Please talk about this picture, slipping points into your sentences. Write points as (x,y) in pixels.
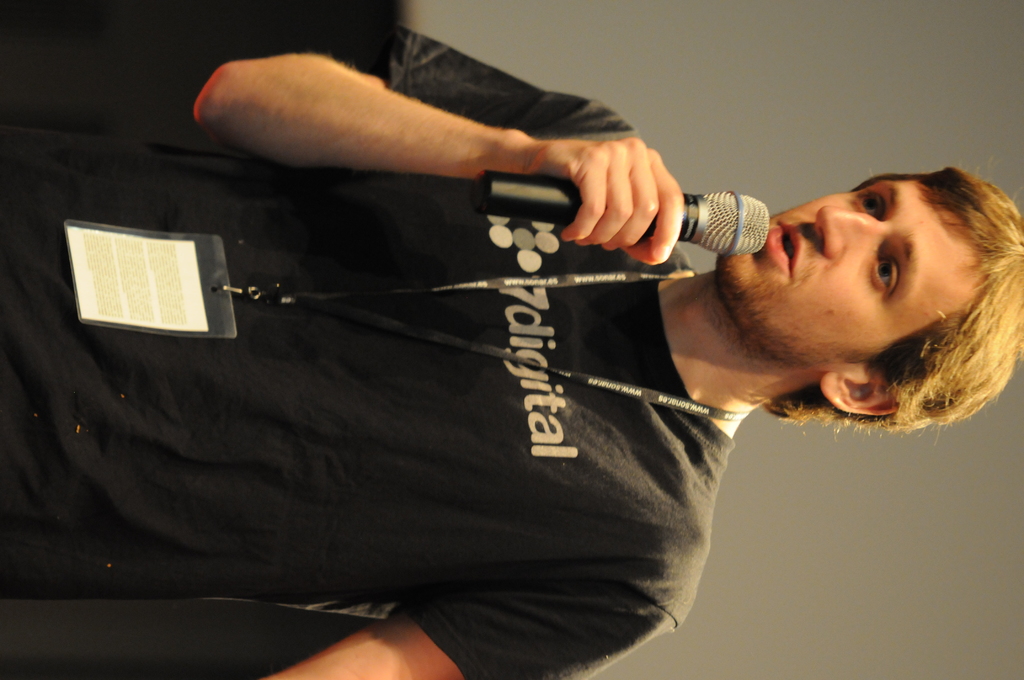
In this image we can see a man (579,264) is standing, he is wearing the black t-shirt (74,376), and id card (147,257), and holding the microphone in the hands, at the back (475,36) there is a wall (569,29).
